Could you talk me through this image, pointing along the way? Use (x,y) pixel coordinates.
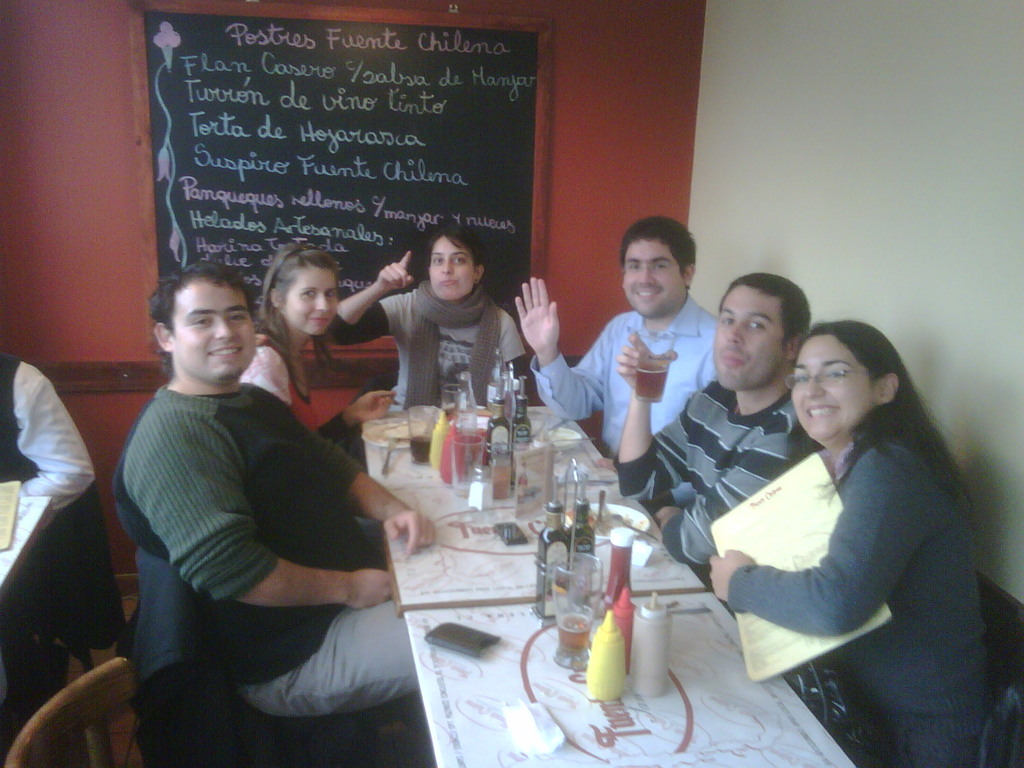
This is an image clicked inside the room (413,272). I can see few people (556,381) are sitting on the chairs (253,745) around the table (511,666). There are some bottles (615,648) and glasses (585,622) are arranged on the table (574,747). In the background (836,205) I can see a wall (611,156) and there is one board (323,94).
